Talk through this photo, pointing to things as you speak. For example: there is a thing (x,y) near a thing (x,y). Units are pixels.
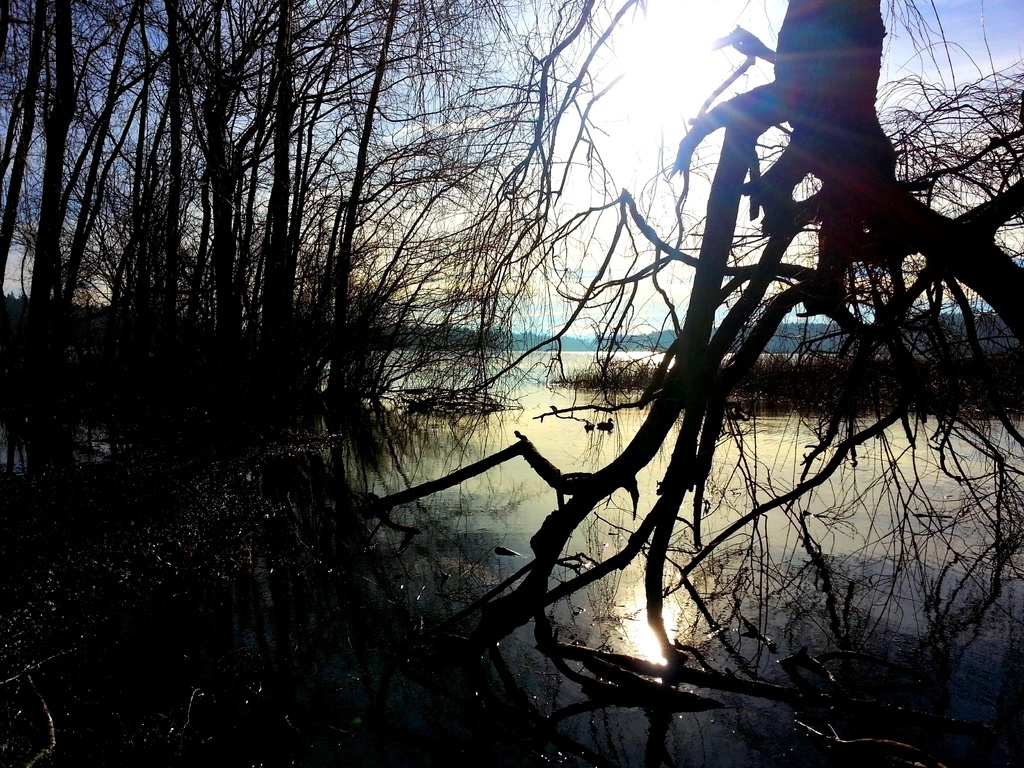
At the bottom of this image (89,688), there are plants (111,676) in the water (979,698). On the right side (859,99), there are branches (799,155) of a tree (577,580). In the background (826,338), there are trees (225,279), water (501,378), mountains (962,323) and there are clouds (485,39) in the sky (920,72).
